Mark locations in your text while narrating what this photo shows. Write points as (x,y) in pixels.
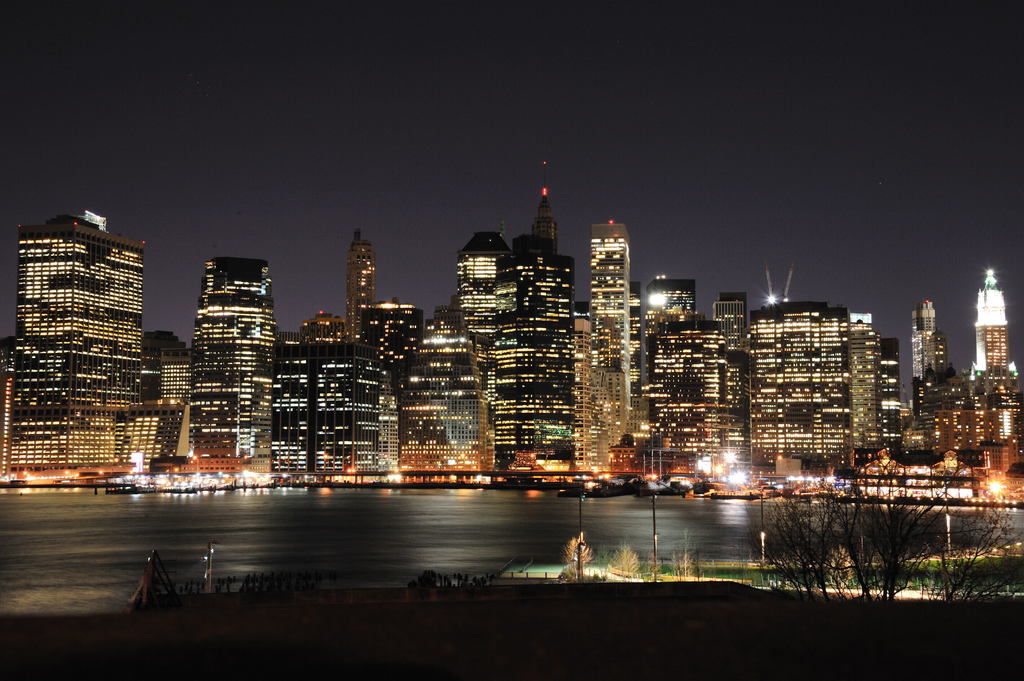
In this picture we can see boats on water (457,527), here we can see electric poles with lights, trees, buildings (780,429) with lights (590,481) and some objects (628,470) and we can see sky (613,40) in the background (605,74).
